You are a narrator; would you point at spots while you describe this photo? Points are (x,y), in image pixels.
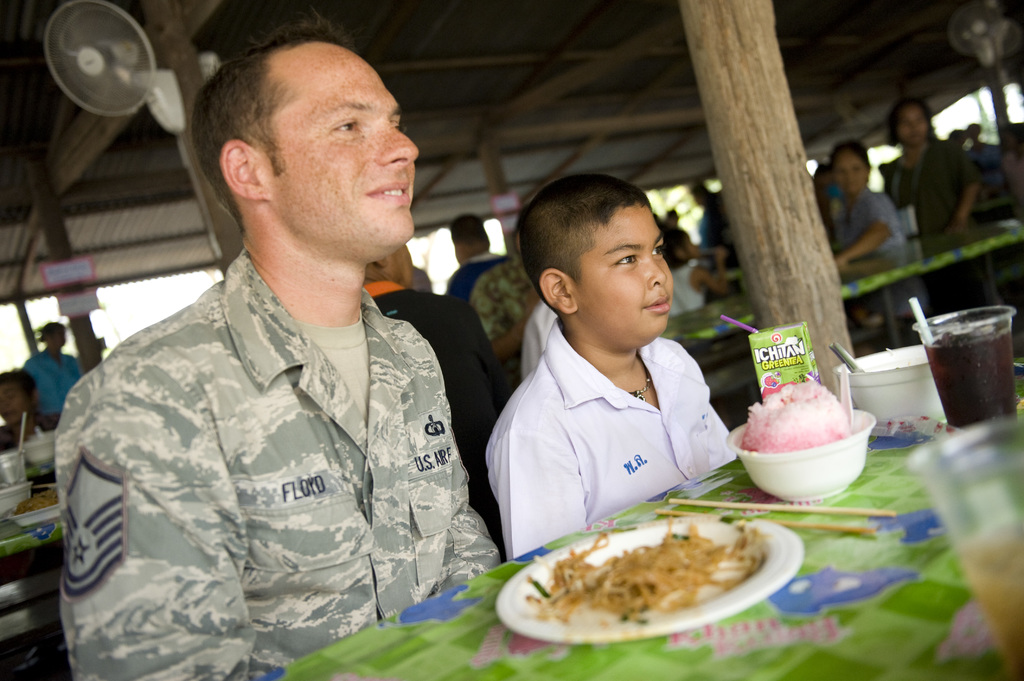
In this image there are people (208,629). We can see tables (711,651) and chairs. There are plates (748,595), bowls (782,487) and glasses (962,524). There are fans (96,90). There is a shed (703,146) at the top (122,142). There is sky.
